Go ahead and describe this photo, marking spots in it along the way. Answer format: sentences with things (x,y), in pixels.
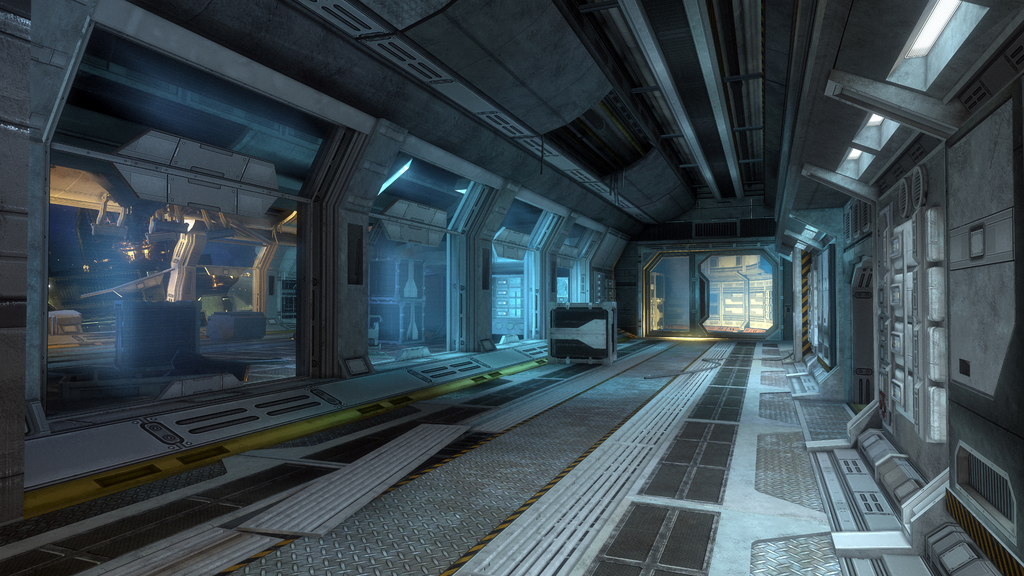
It is an inside part, on the left side (206,299) there are glass walls (432,280).
